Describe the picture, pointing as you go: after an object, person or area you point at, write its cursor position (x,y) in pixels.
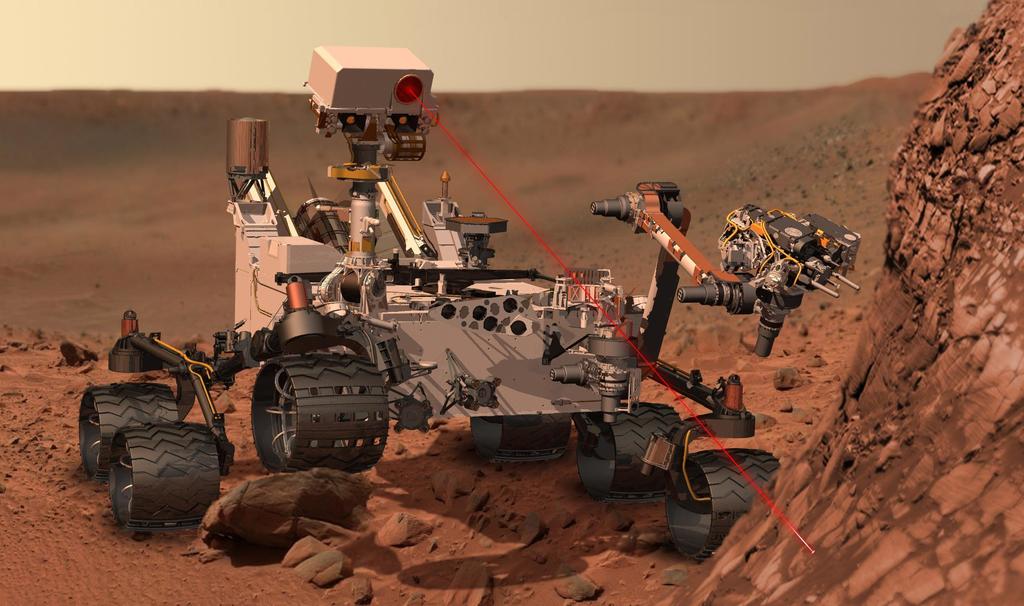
This is an animated image. In this image, I can see a robot gadget (348,356). On the ground (443,580) there are few stones (383,534). On the right side (967,349) there is a rock (940,276). At the top of the image (666,30) I can see the sky (646,42).
